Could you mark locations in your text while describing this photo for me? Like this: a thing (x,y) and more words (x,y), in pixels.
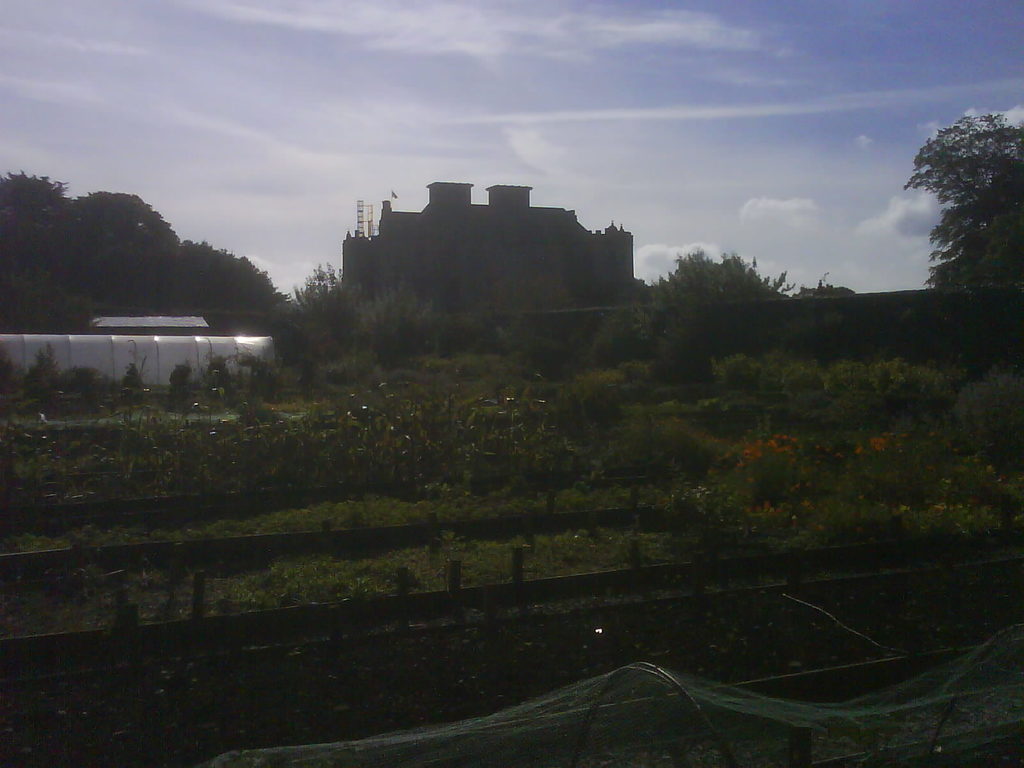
In this picture I can see grass (469,507), plants (769,434), flowers (795,449), there is a building (502,276), there are trees (1005,276), and in the background (524,107) there is the sky (639,90).
